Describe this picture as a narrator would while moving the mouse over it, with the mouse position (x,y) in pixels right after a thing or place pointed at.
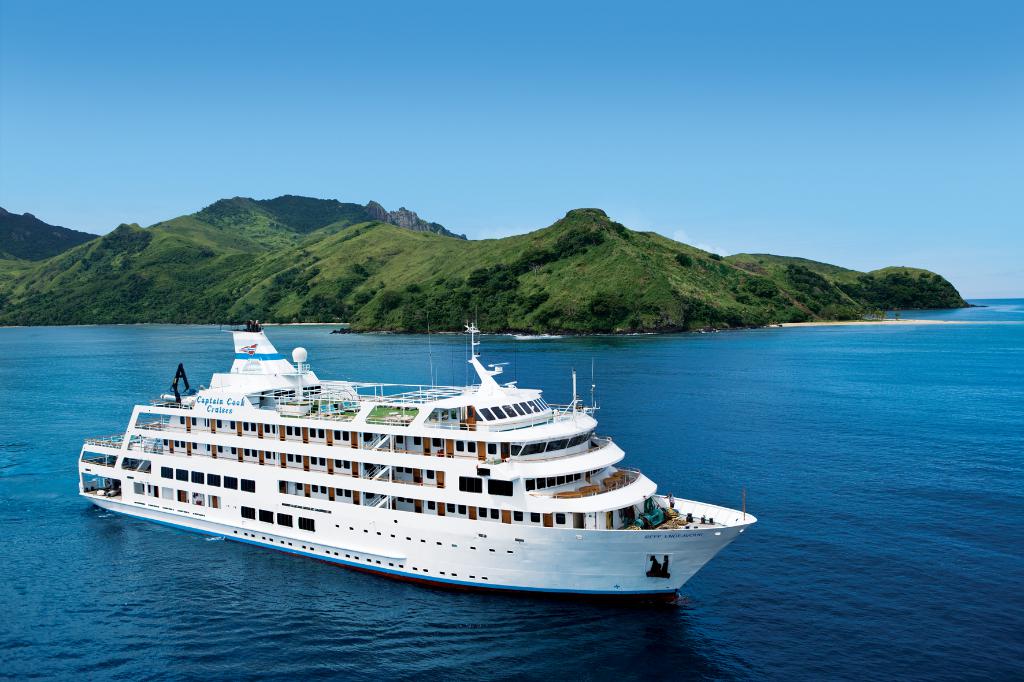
In this image, in the middle (582,442), we can see a boat (589,498) which is sailing on the water (786,604). In the background (534,295), we can see some trees (516,283), rocks (23,217), plants (664,241). At the top (633,98), we can see a sky (895,183), at the bottom (872,523), we can see water (889,432) in an ocean (765,537).
